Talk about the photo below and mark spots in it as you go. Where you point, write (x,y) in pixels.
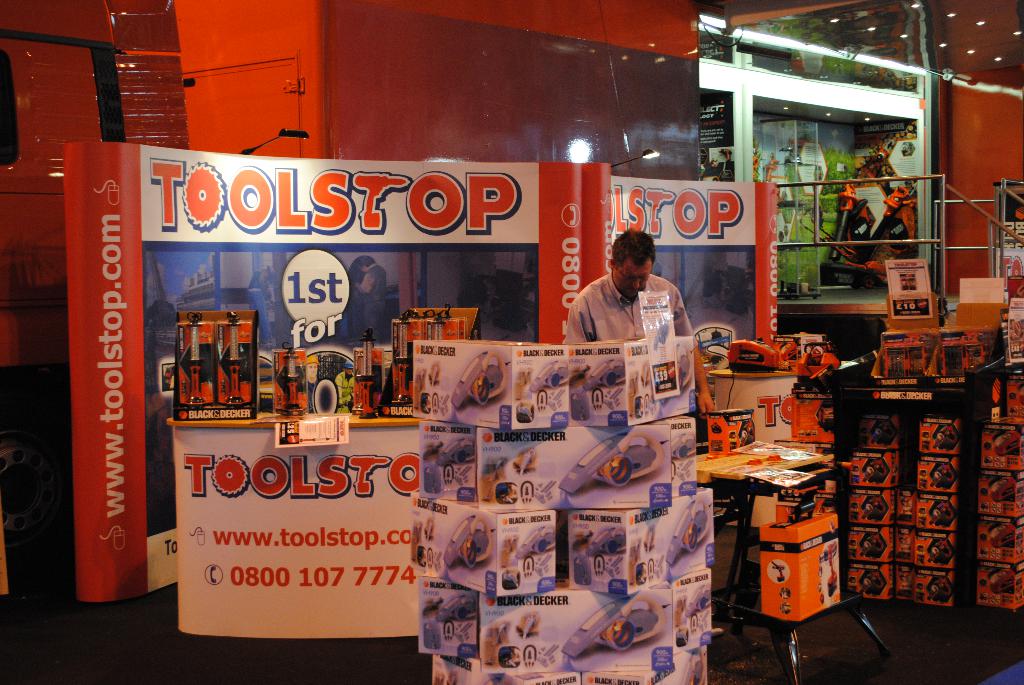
In this picture I can see a person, there are cardboard boxes (693,591) and some other items (402,369), there are some tools (362,385) on the tables (364,424), there are boards (600,241), and in the background (838,233) there are lights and some other objects (760,134).
